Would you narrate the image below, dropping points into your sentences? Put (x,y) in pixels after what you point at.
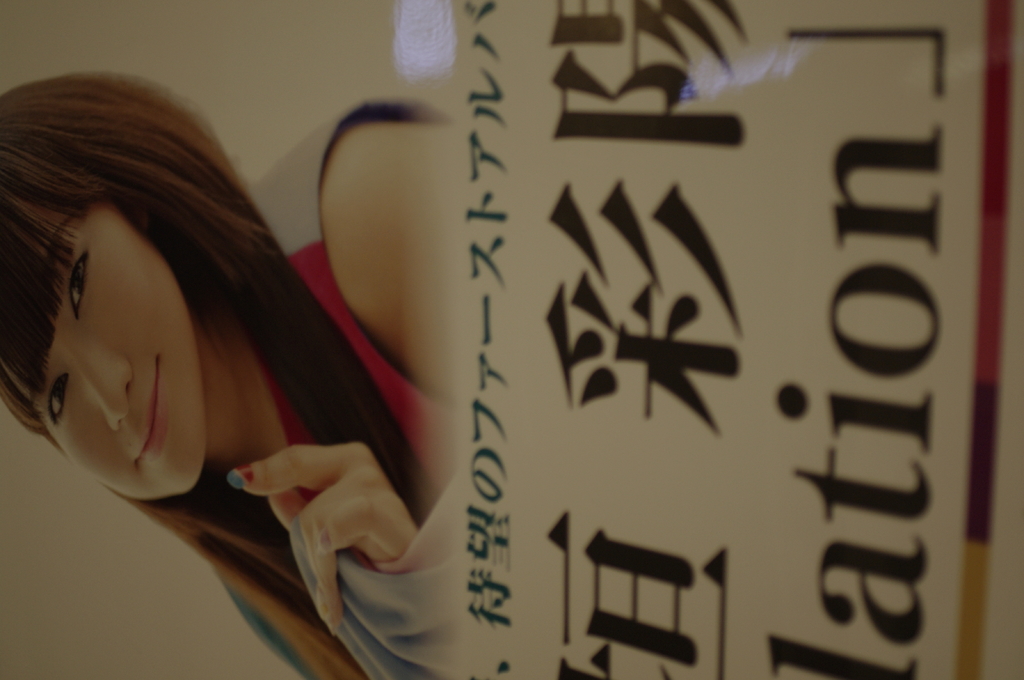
In this picture there is a poster (745,116). On the poster (323,149) there is a picture (365,633) of a woman (392,384) and there is text (876,354).
